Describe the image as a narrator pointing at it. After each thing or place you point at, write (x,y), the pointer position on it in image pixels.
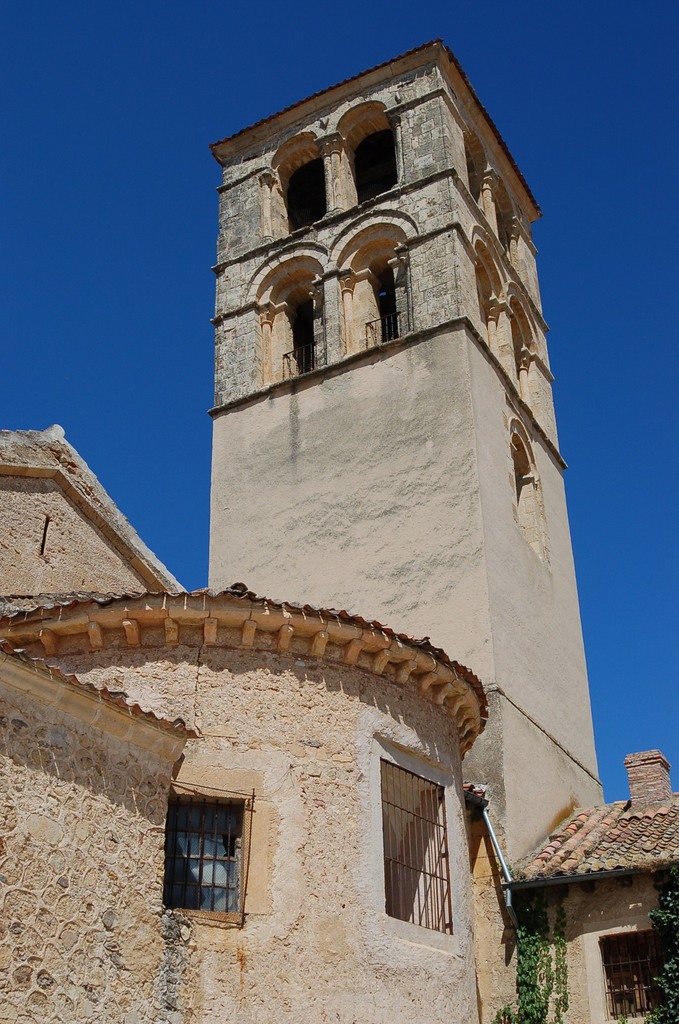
As we can see in the image there is a building (357,913), windows (190,846), roof top (619,842) and on the top (107,331) there is blue sky (101,325).
